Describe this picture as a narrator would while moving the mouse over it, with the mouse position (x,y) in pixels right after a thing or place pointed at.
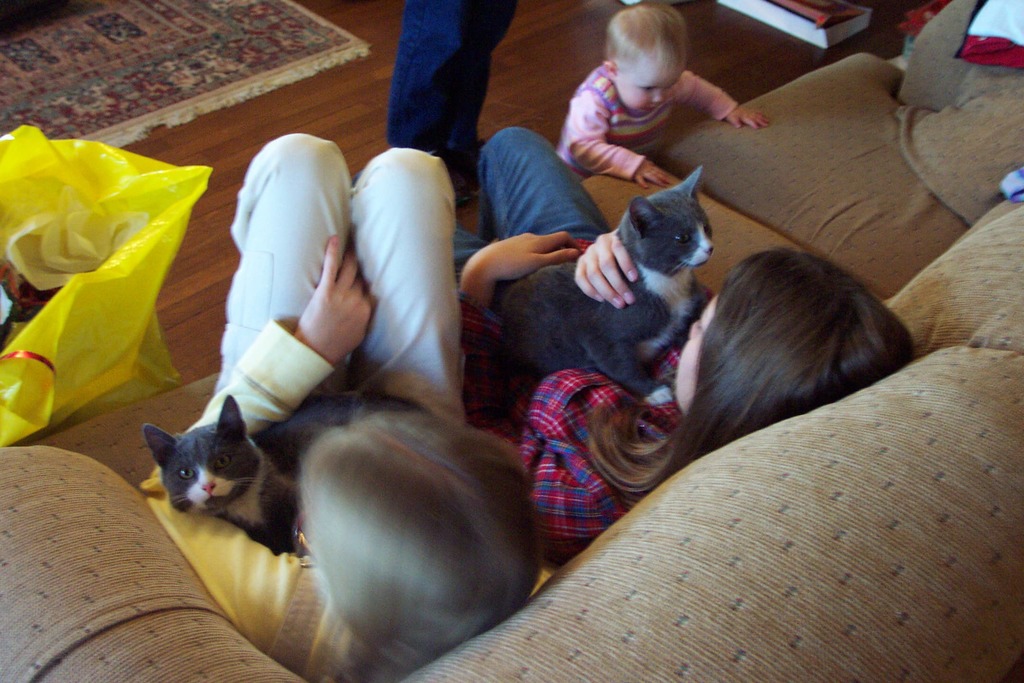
There are two kids (430,430) sitting on a sofa (883,226) and holding a cat (569,318). There is a cover (87,308) on the left side of this image (108,271), and there is one person (427,63) standing at the top of this image (447,66), and there is one kid (590,86) standing on the right side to him.
